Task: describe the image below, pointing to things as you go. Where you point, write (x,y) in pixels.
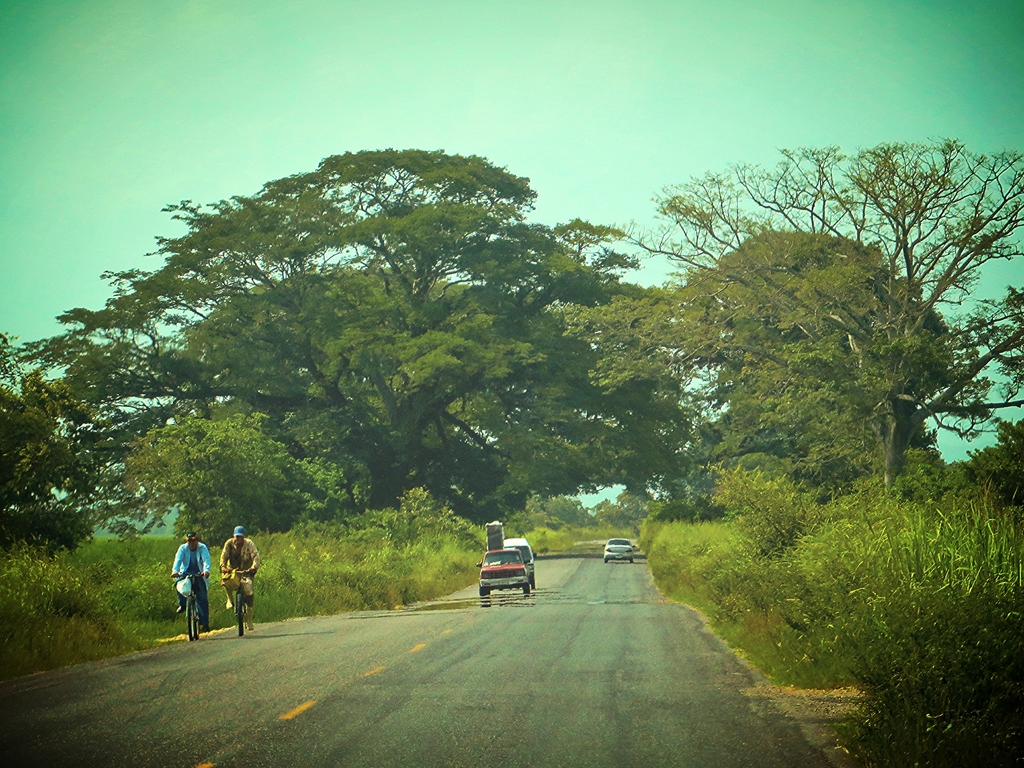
In this picture I can see few cars (523,553) and couple of men (252,563) riding bicycles (242,603) on the road (526,639) and I can see trees (498,453) and a blue sky (543,160).
